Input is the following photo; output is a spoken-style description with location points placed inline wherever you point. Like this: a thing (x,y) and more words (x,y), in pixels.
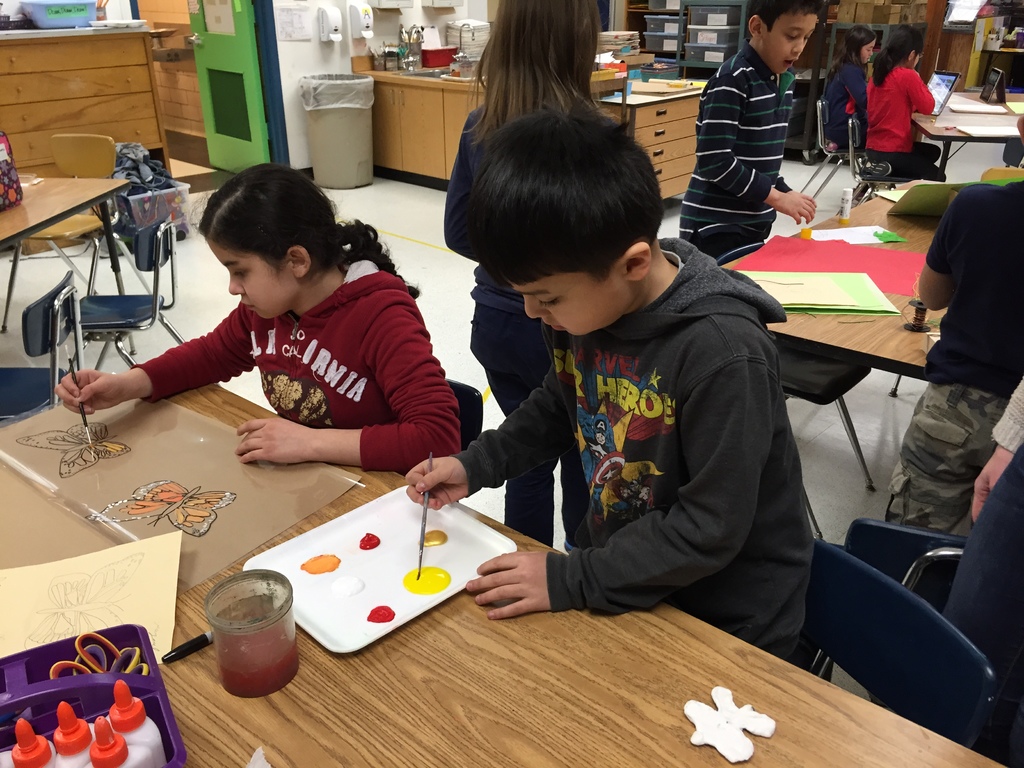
In this picture we can see group of children's (582,282) where some are sitting and some are standing and in front of them there is table (179,400) and on table (353,712) we can see paint tray (352,566), box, bottles (113,735), sheet (125,453) and in background (315,113) we can see bin (361,106), door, tap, cupboards (669,120), rack (681,64).
